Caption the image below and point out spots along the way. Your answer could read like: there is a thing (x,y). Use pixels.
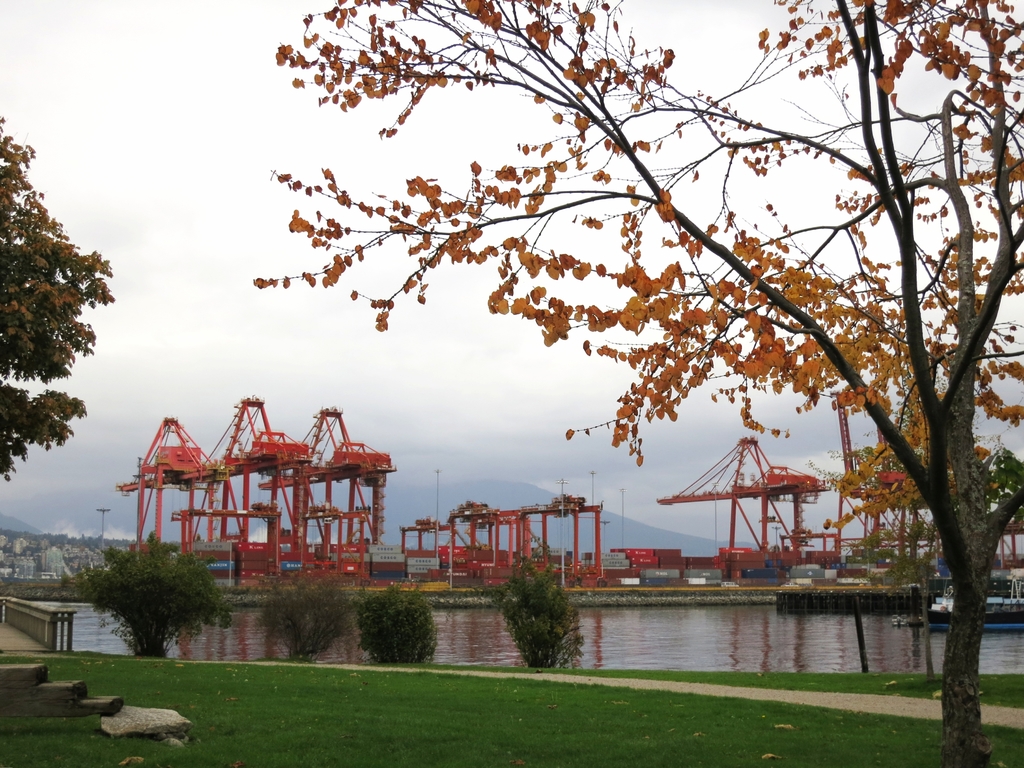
In this image there are few metal object (297,503) on the land (476,570). Left bottom there are stairs (52,688) on the grassland (269,733) having few plants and trees (975,470). Behind there is water (716,649). Left side (31,570) there are few buildings (48,565) and trees (56,429) on the land (42,592). Background (489,494) there are hills (411,499). Top of the image (185,152) there is sky (135,264). Right side (1011,618) there is a boat (1015,598) sailing in water (919,638).
